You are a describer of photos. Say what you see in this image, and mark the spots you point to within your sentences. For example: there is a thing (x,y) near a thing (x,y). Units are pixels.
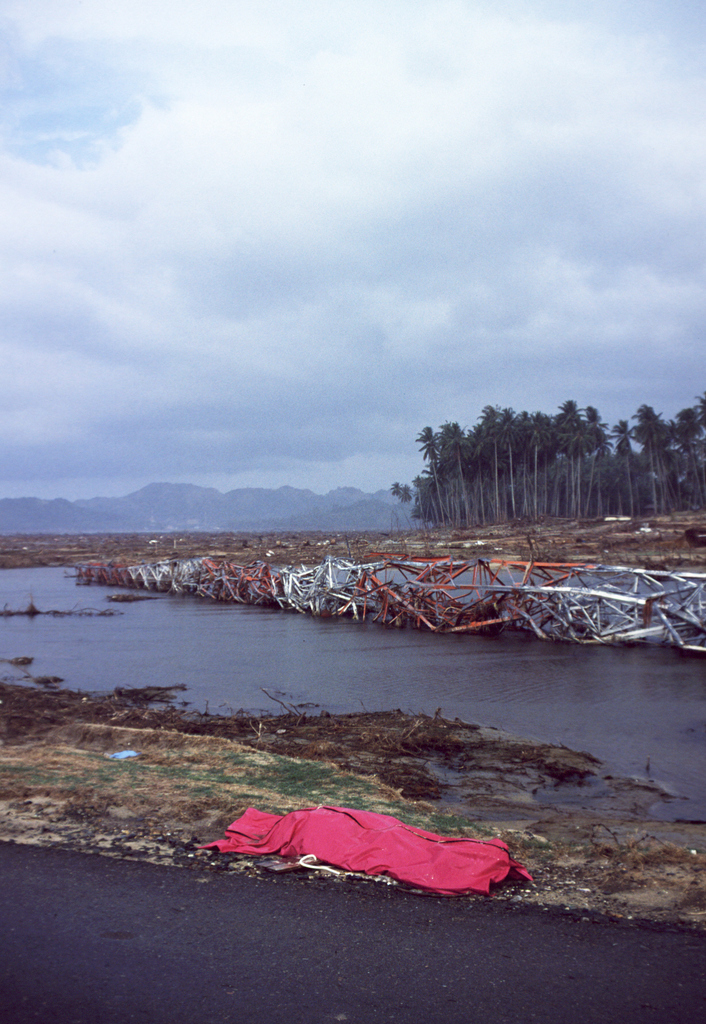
In this image there is the sky (340,237) truncated towards the top of the image (291,182), there are clouds (256,209) in the sky (297,247), there are mountains (173,504) truncated towards the left of the image (36,510), there are trees (621,462) truncated towards the right of the image (589,459), there is a road (169,949) truncated towards the bottom of the image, there is water (672,703) truncated towards the left of the image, there is a cloth (301,832) on the ground (436,812), there is a tower (462,589) truncated towards the right of the image (558,612).
